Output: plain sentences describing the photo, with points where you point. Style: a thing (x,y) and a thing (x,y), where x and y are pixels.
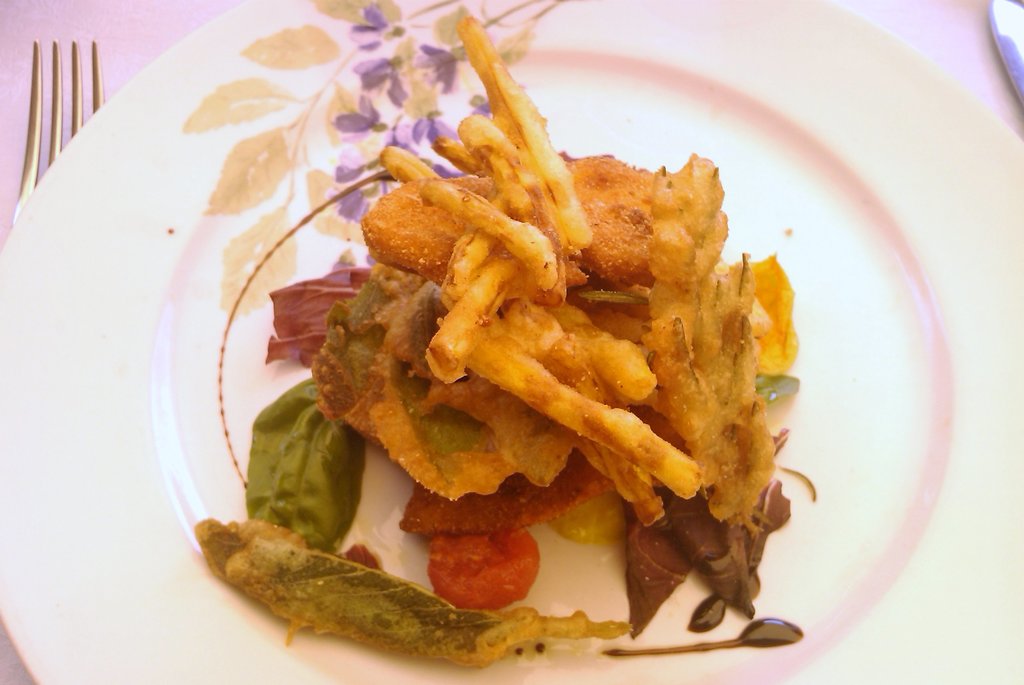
In this picture we can see the food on a plate (848,511). On the left side of the picture (48,125) we can see the partial part of a fork (97,66). On the right side of the picture (1004,75) we can see an object (1020,4).
